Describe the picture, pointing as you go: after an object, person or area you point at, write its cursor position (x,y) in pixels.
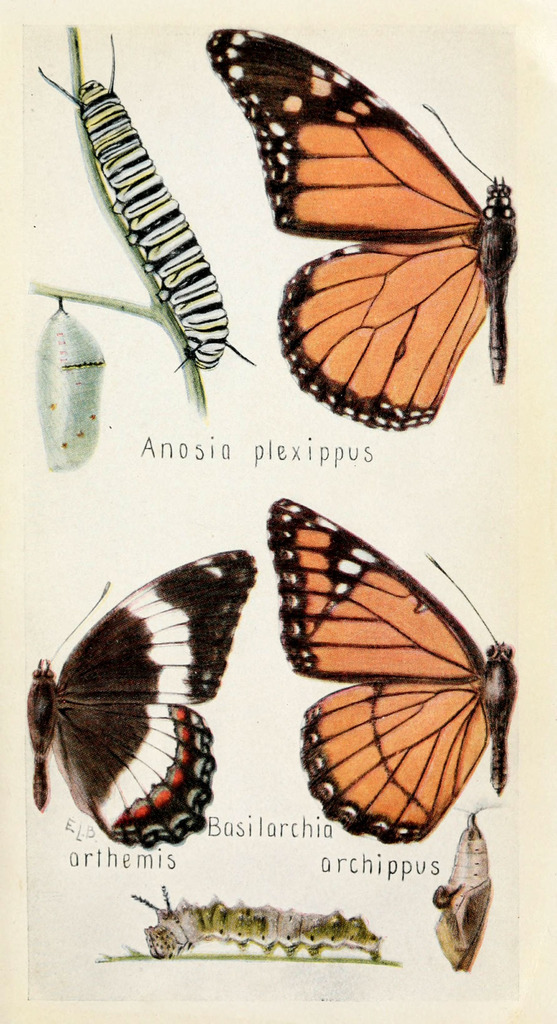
This is a paper (260,703), in this image there are butterflies (382,365) and some worms (86,114) and there is text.
